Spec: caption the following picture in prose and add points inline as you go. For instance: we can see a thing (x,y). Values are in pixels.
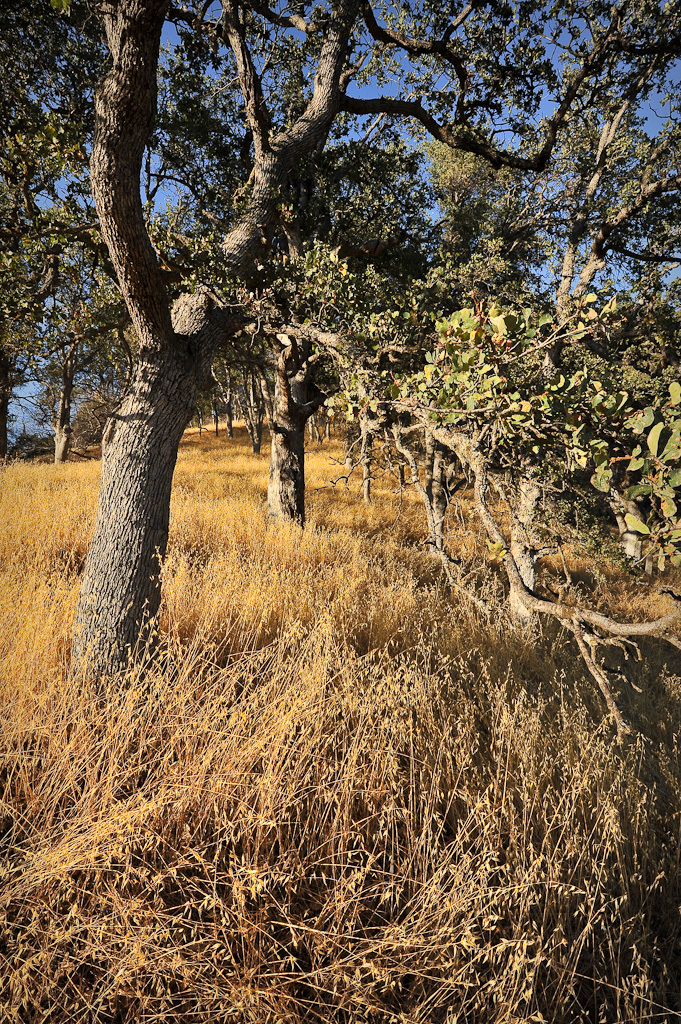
In the center of the image (281,379) there are trees (77,608). At the bottom of the image (121,718) there is grass (93,971).
